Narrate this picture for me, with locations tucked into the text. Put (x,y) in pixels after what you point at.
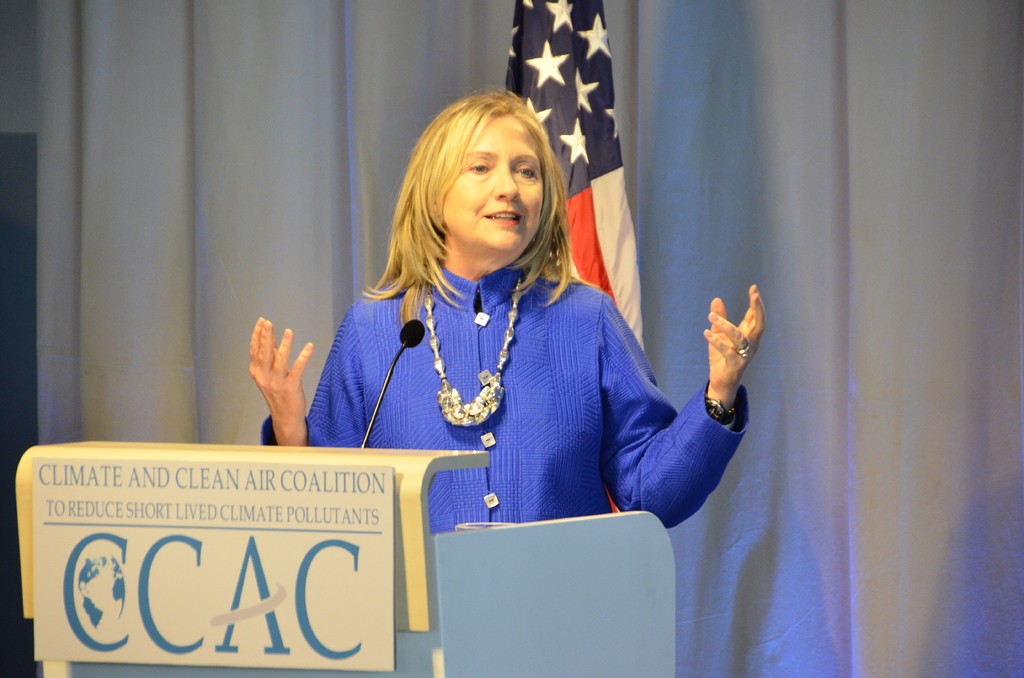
Here I can see a woman (537,407) wearing blue color dress (553,403), standing in front of the podium (478,532) and speaking. To the podium (414,553) a board (216,525) is attached on which I can see some text (235,481). At the back of this woman (541,361) I can see a flag (593,211). In the background (814,164) there is a white color curtain (842,448).
